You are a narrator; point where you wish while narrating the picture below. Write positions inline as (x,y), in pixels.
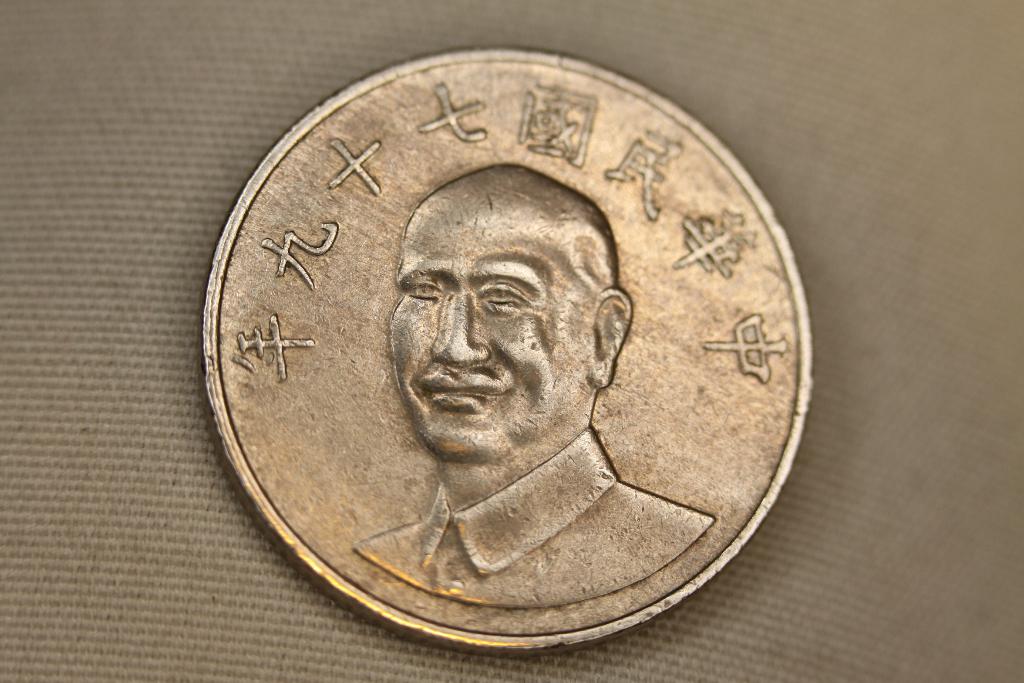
Here I can see a coin (376,277) on a cloth (125,463). On this coin (321,433), I can see an image of a person (448,334) and some text (693,255).
